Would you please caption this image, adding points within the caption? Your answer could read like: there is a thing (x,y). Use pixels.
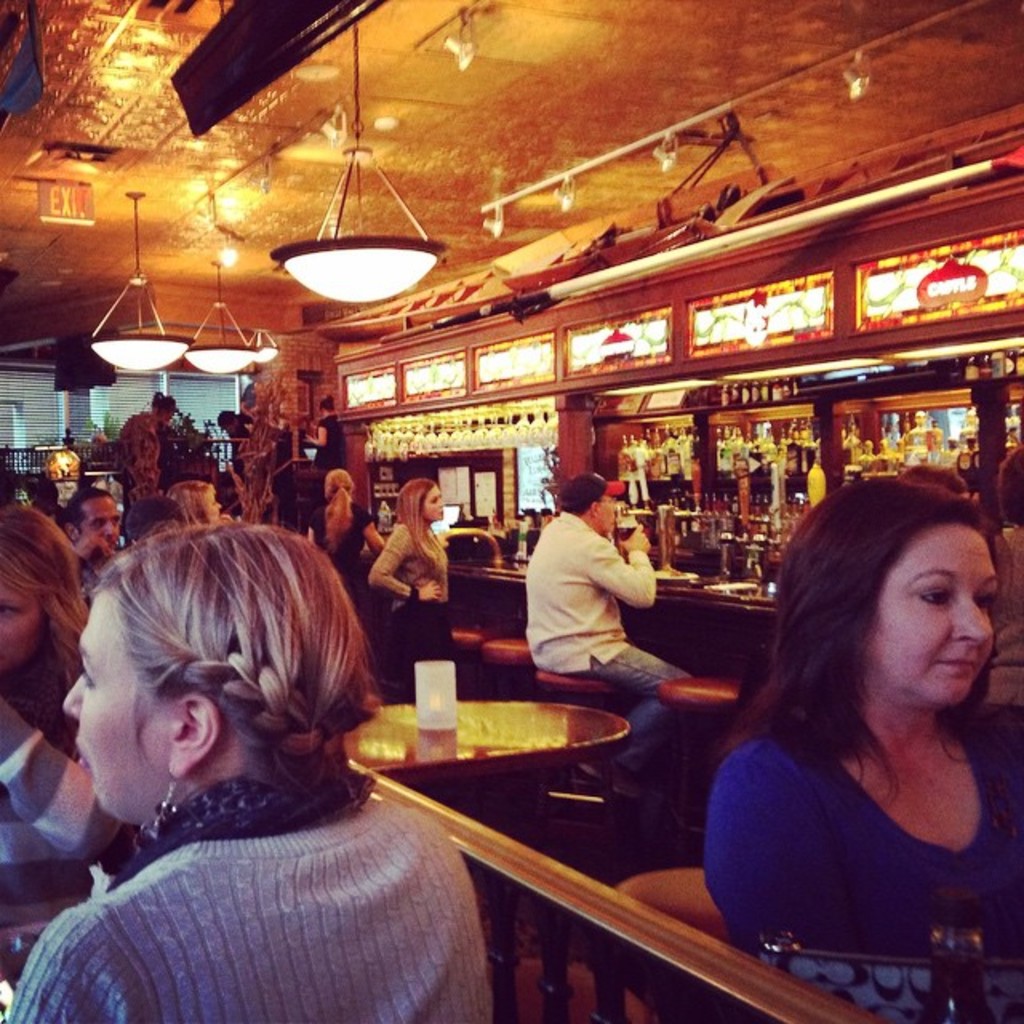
As we can see in the image there are lights (273,251), screens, banners (616,357), few people (980,589) sitting on chairs (450,636) and there are tables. On table (460,730) there is a glass (429,712).
